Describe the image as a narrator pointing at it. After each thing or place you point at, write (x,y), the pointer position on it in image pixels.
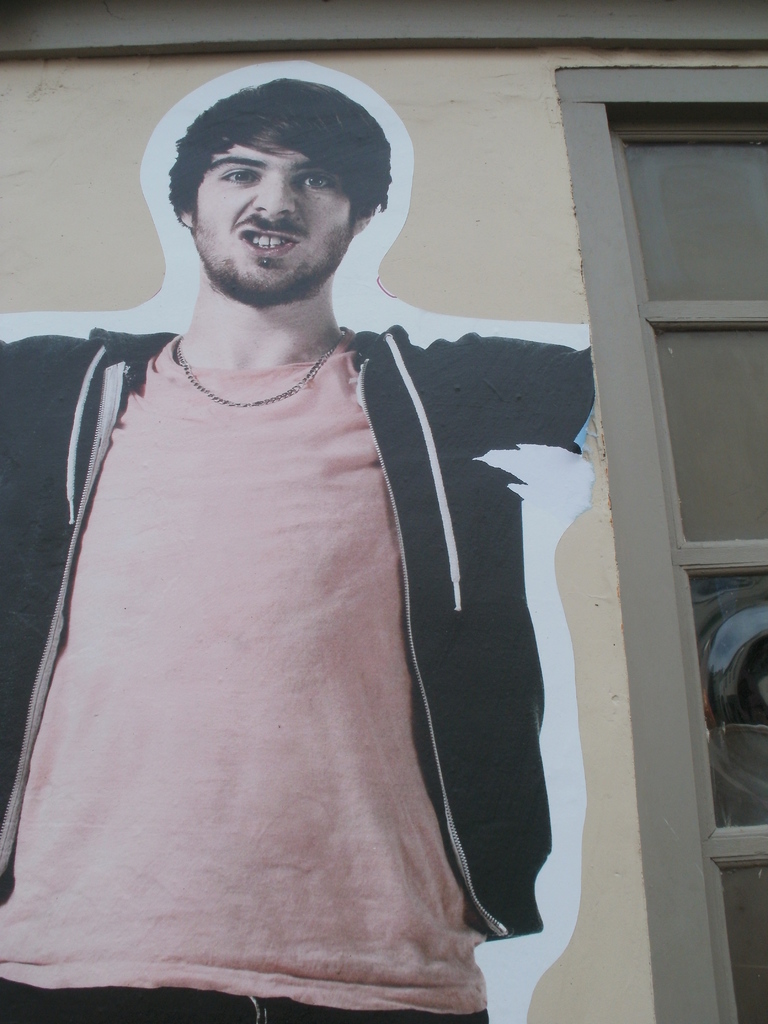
In the center of the image (401,382) we can see a picture (407,471) on the wall (612,938). To the right side of the image (692,612) we can see a window (741,916).
